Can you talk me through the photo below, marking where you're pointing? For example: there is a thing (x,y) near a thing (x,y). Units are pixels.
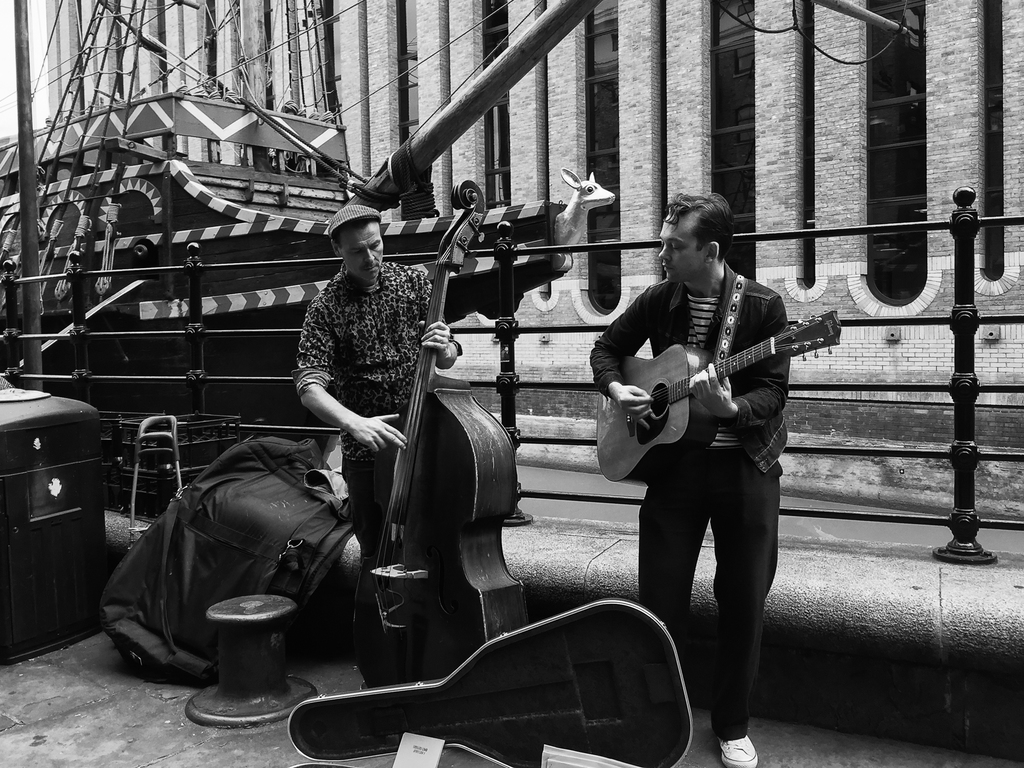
The image is outside in the city (932,460). In the image there are two men's (763,491), one man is holding a double bass (426,442) and other man (680,337) is holding a guitar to play music with it. On left side (223,541) we can also see a bag (225,541), box (190,443) and a ship (69,191) in background (524,80) there is a building (820,110).
